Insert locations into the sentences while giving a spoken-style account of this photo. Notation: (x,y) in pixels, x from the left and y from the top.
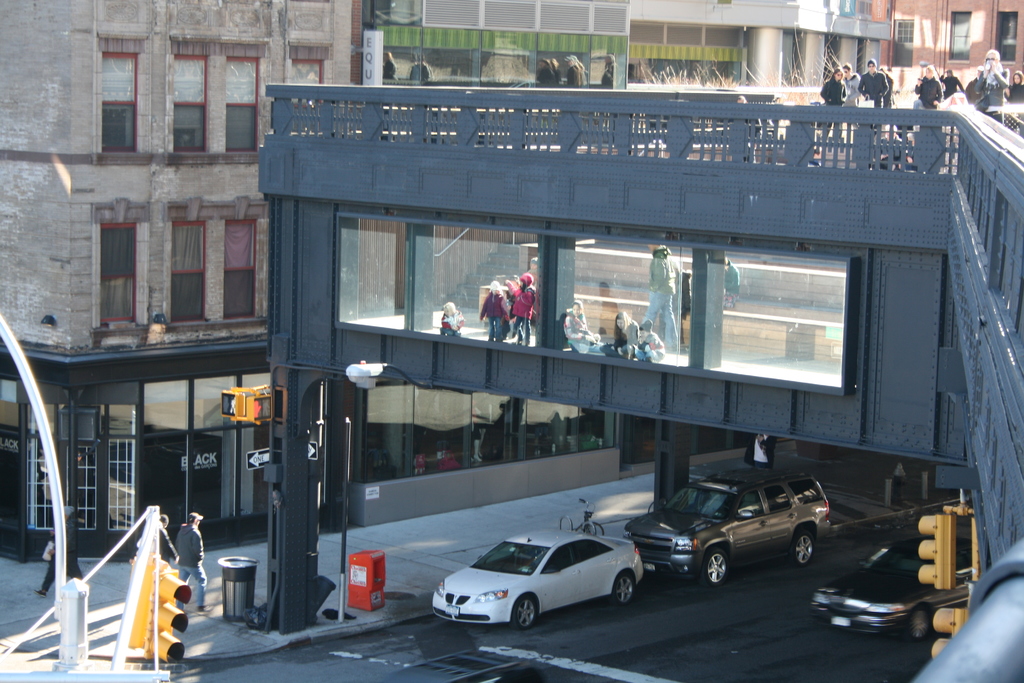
In this image there is a bridge (549,284) in the middle (587,241), On the bridge (784,158) there are so many people (867,90) walking on it. At the bottom (771,608) there is a road (709,606) on which there are cars (651,550). On the left side (139,597) there is traffic signal light (141,625). In the background (153,114) there are buildings (521,49). There is a dustbin (235,586) on the footpath (209,597). There are direction boards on the footpath (219,632).
